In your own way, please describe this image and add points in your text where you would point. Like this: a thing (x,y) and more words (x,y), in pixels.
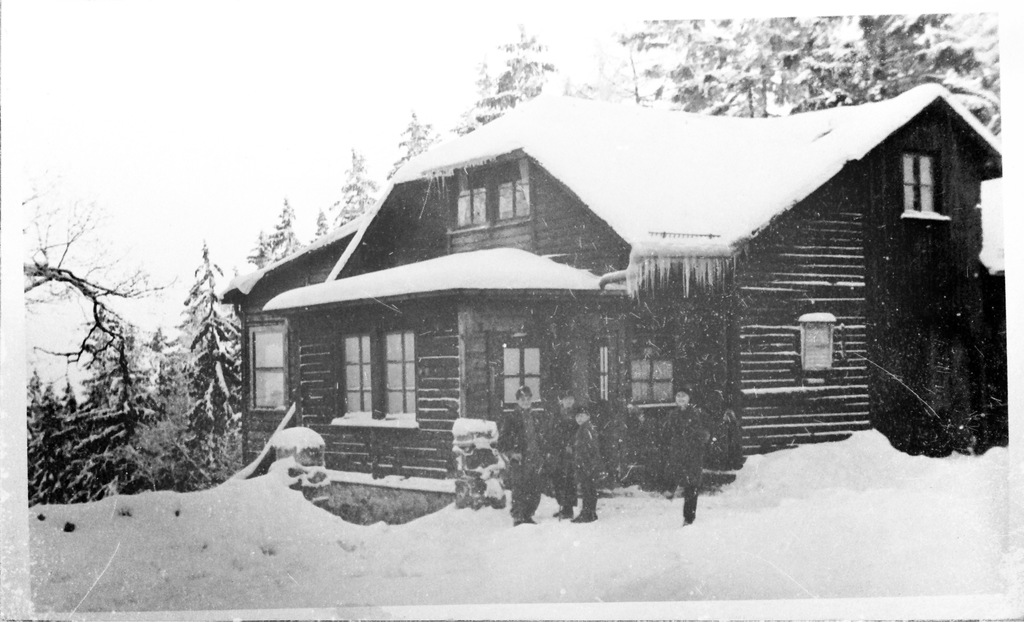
In this image I can see few people (528,397) are standing in the middle (553,392) and it is the wooden house (633,301) covered with the snow (670,239) behind this there are trees (886,60), at the top (261,136) it is the sky (235,129). This is the black and white image.
